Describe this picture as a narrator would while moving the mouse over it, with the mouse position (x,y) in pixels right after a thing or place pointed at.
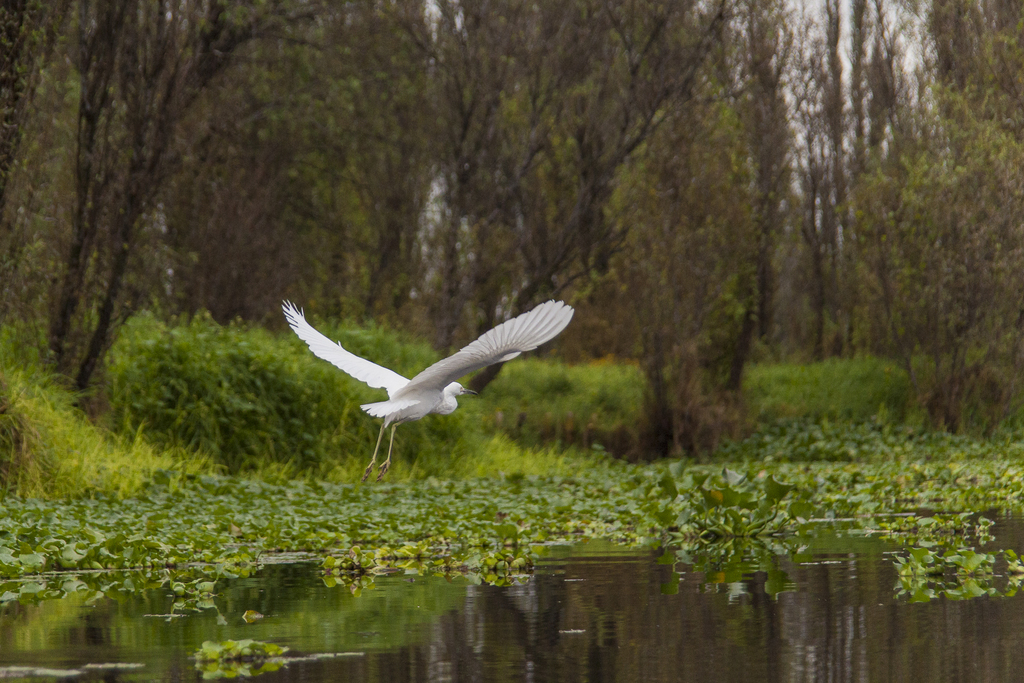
In this image we can see a bird (394,381) is flying. There are trees (326,267) in the background (697,291) and leaves (337,534) are there on the surface of water (530,617).
